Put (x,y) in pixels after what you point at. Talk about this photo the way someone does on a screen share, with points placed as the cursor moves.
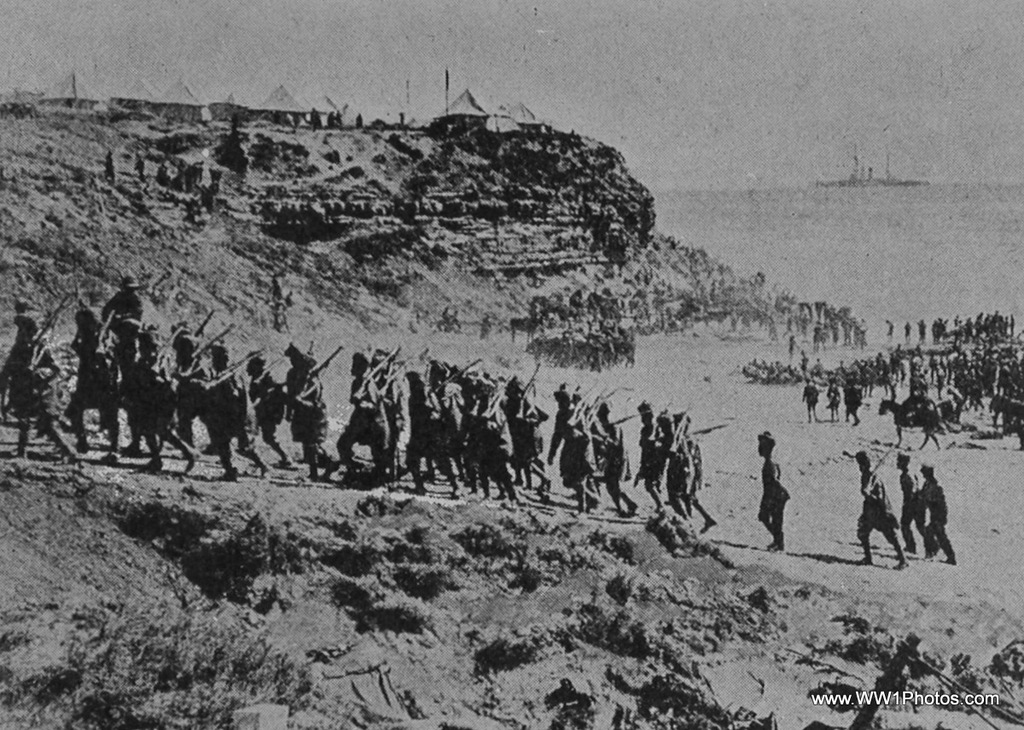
In this picture I can see there are few people (80,362) climbing the mountain (529,493) which is on the left side (313,150), there are a few plants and there is a group of people (868,529) standing on the right side (827,301), there are a few tents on the mountain (172,123) and this is a black and white picture and the sky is clear.
